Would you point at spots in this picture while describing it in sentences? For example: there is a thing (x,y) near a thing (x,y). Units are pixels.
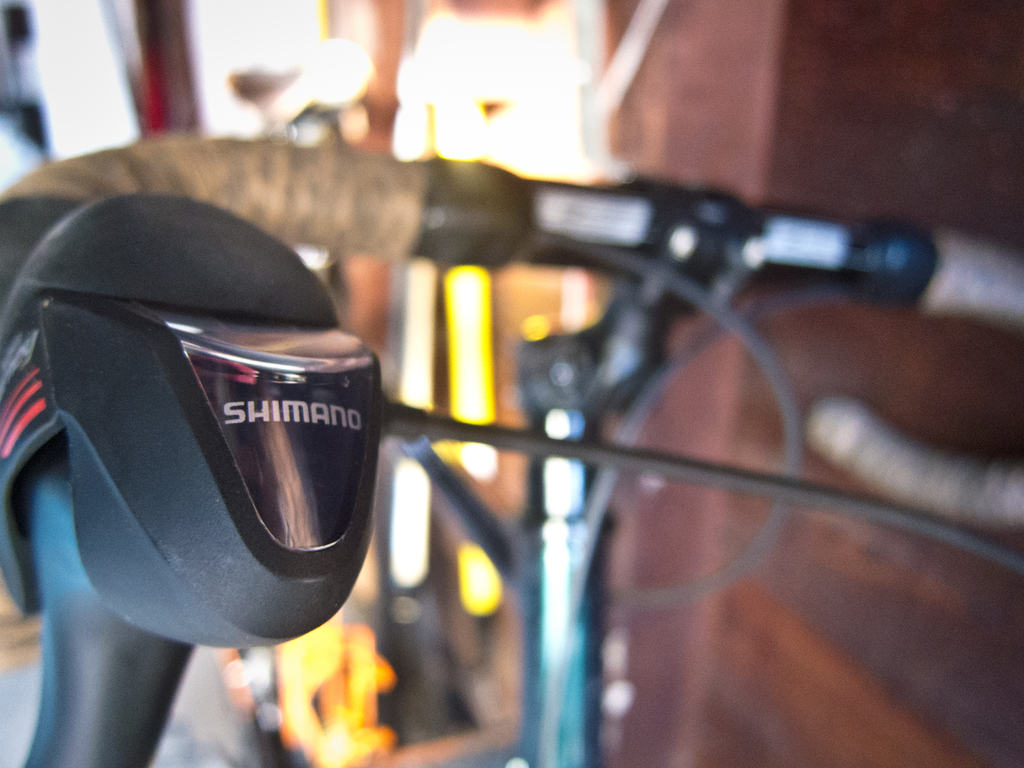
In the picture we can see a cycle handle (855,273) with some wires (737,317) to it and near to it, we can see a lever (93,467) which is black in color and the handle (899,274) is placed near the wall (717,8).
